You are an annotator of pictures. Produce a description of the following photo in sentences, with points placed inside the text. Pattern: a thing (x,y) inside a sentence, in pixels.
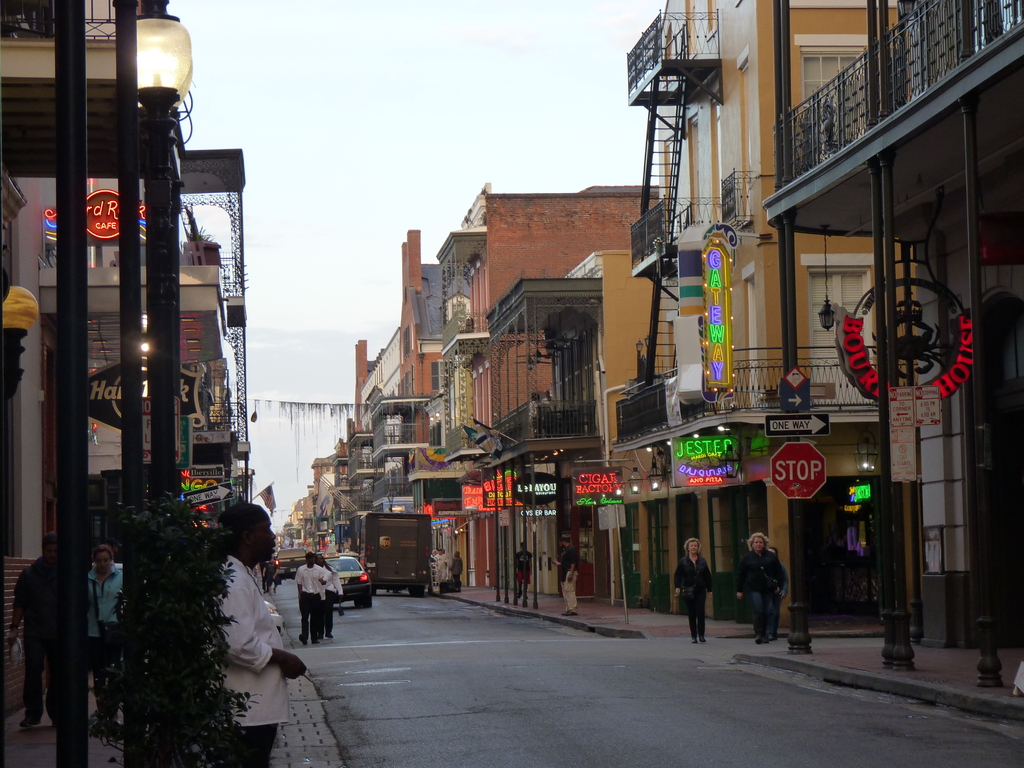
In this image I can see few persons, some are standing and some are walking. I can also see few stalls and few boards (856,492) attached to the buildings (954,556), the buildings (659,364) are in white, brown, yellow and gray color. I can also see few vehicles (428,526) on the road (287,610), background (301,144) the sky (388,148) is in white color.
